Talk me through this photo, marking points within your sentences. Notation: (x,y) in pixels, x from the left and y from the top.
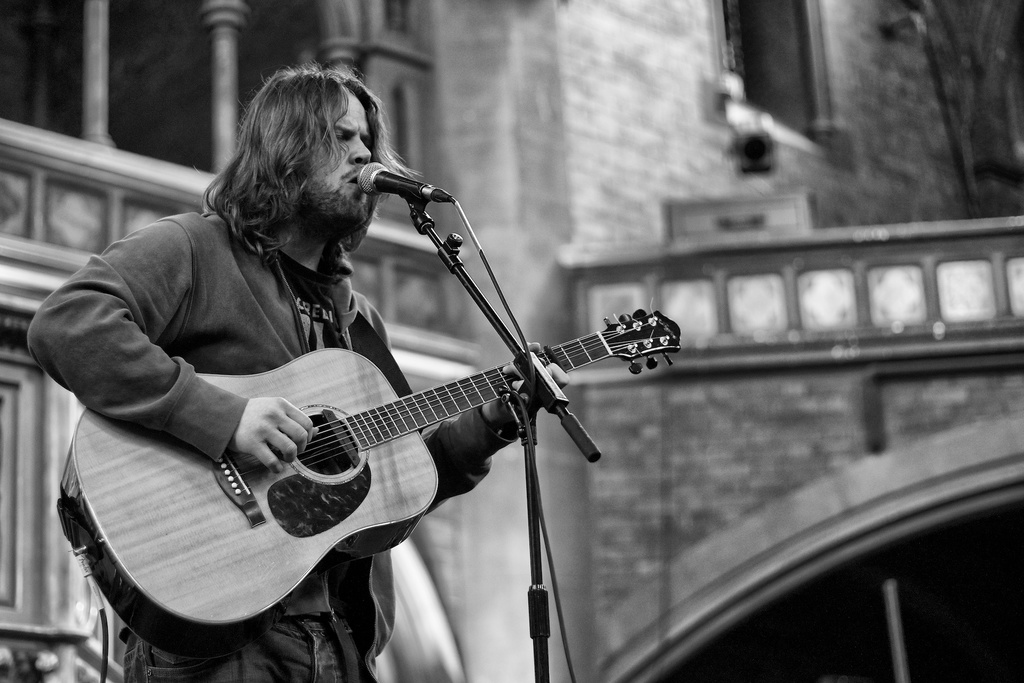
This picture shows a man (242,336) who is singing holding a guitar (246,495) in his hand (307,435). He is having a microphone (408,190) and a stand (436,244) in front of him. In the background (479,137) there is a wall (523,133) and a building (629,214) here.
